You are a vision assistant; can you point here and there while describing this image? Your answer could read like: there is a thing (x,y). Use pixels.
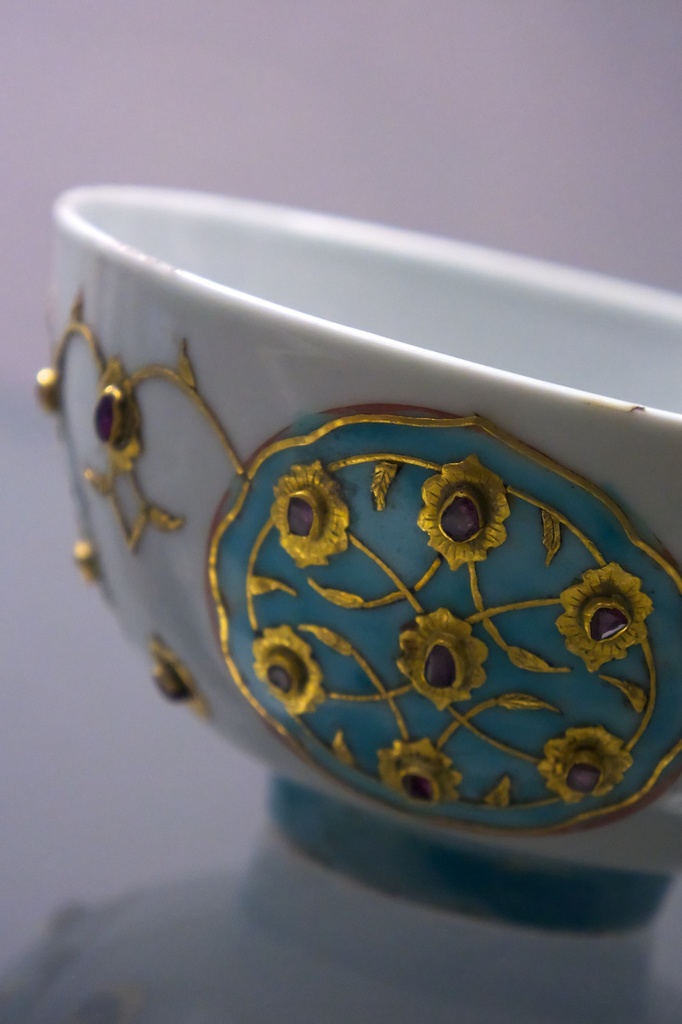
This image consists of a bowl (227,475) in white color on which there are flowers (260,673) in golden color is kept on a table (71,701).
